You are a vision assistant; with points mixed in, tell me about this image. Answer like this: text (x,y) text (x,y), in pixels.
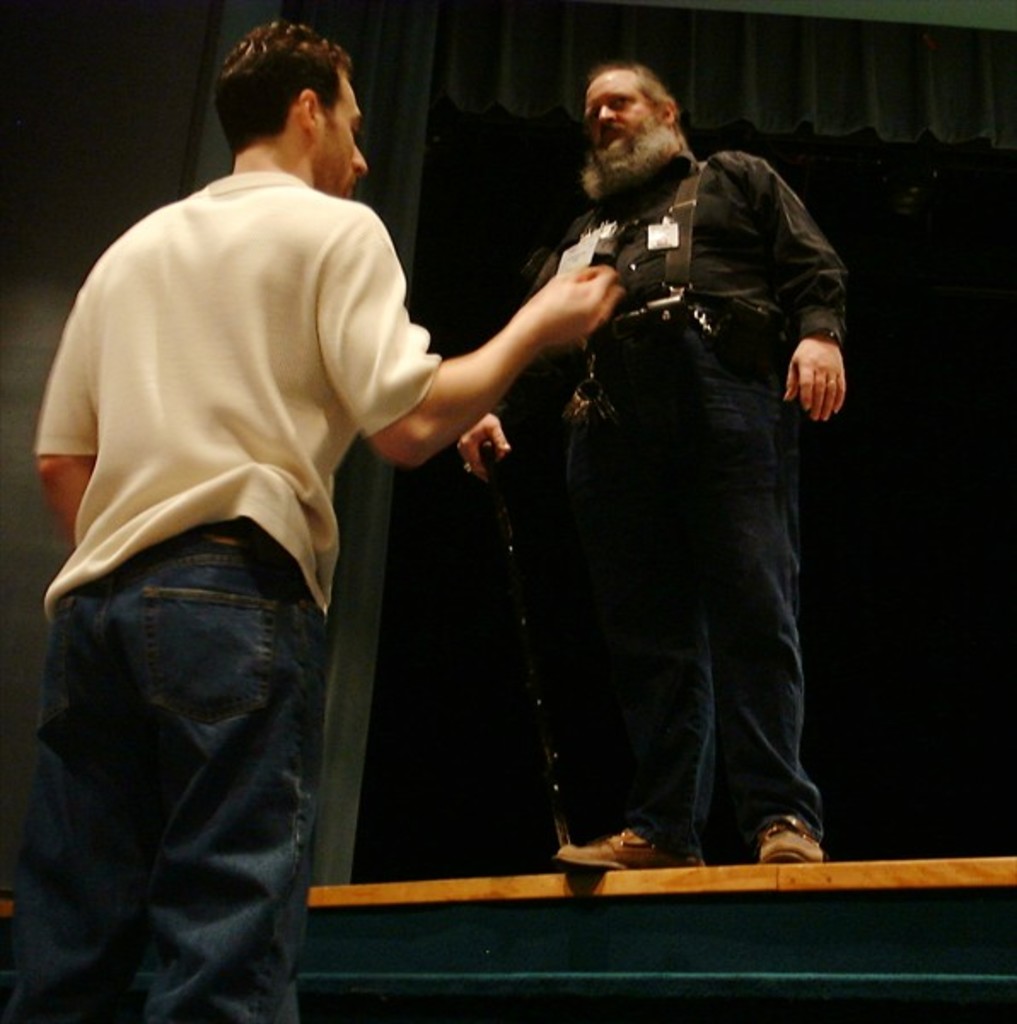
In this picture we can see two men (598,416), and the right side person (619,417) is holding a stick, and we can find dark background (924,386).
